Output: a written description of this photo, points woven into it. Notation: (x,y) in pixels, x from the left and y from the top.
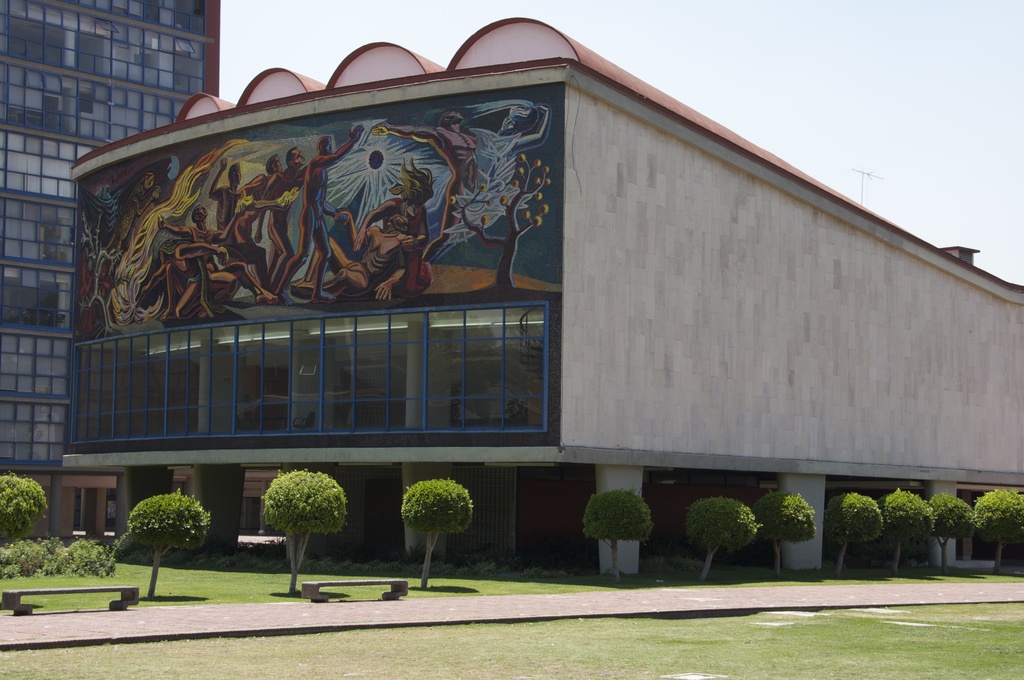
In this image I can see the ground (597,638), the path (165,621), two benches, few trees (431,551) which are green in color and few buildings (267,263). On the building (293,237) I can see the painting (244,182) of few persons (318,211). In the background (779,91) I can see the sky (913,69).
